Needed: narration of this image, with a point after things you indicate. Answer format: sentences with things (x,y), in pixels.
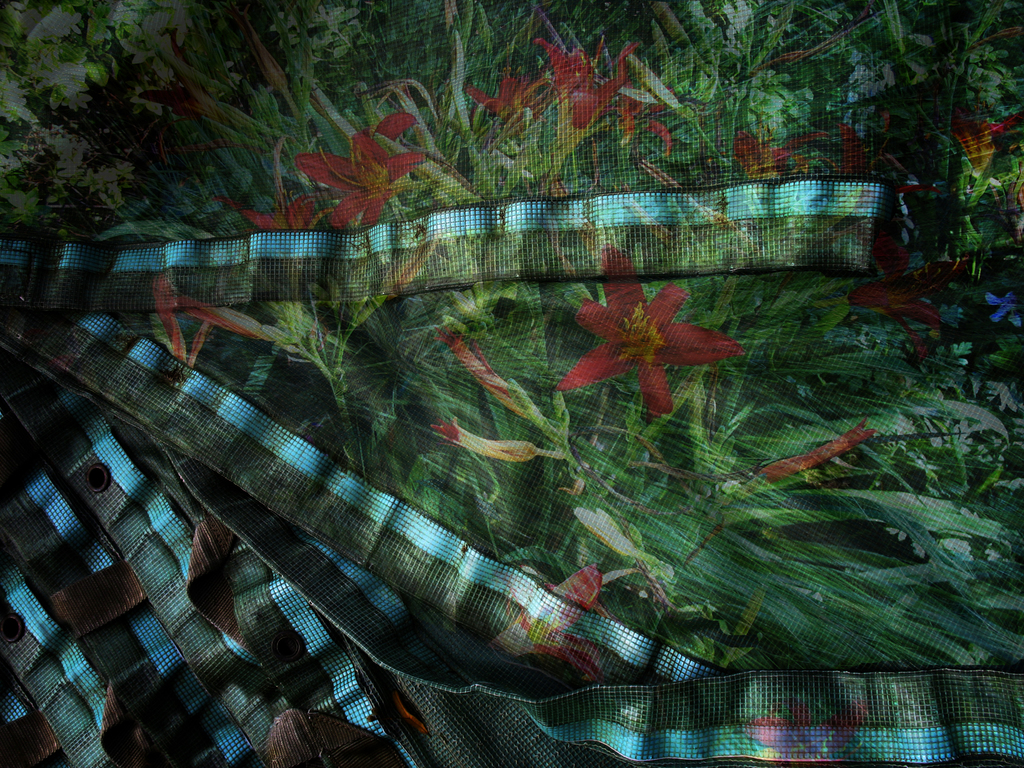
In this picture, we see a cloth (401,436) or a sheet (361,509) in turquoise and green color. We see the plants (646,484) and the flowers (654,372) painted on the sheet (392,354).
